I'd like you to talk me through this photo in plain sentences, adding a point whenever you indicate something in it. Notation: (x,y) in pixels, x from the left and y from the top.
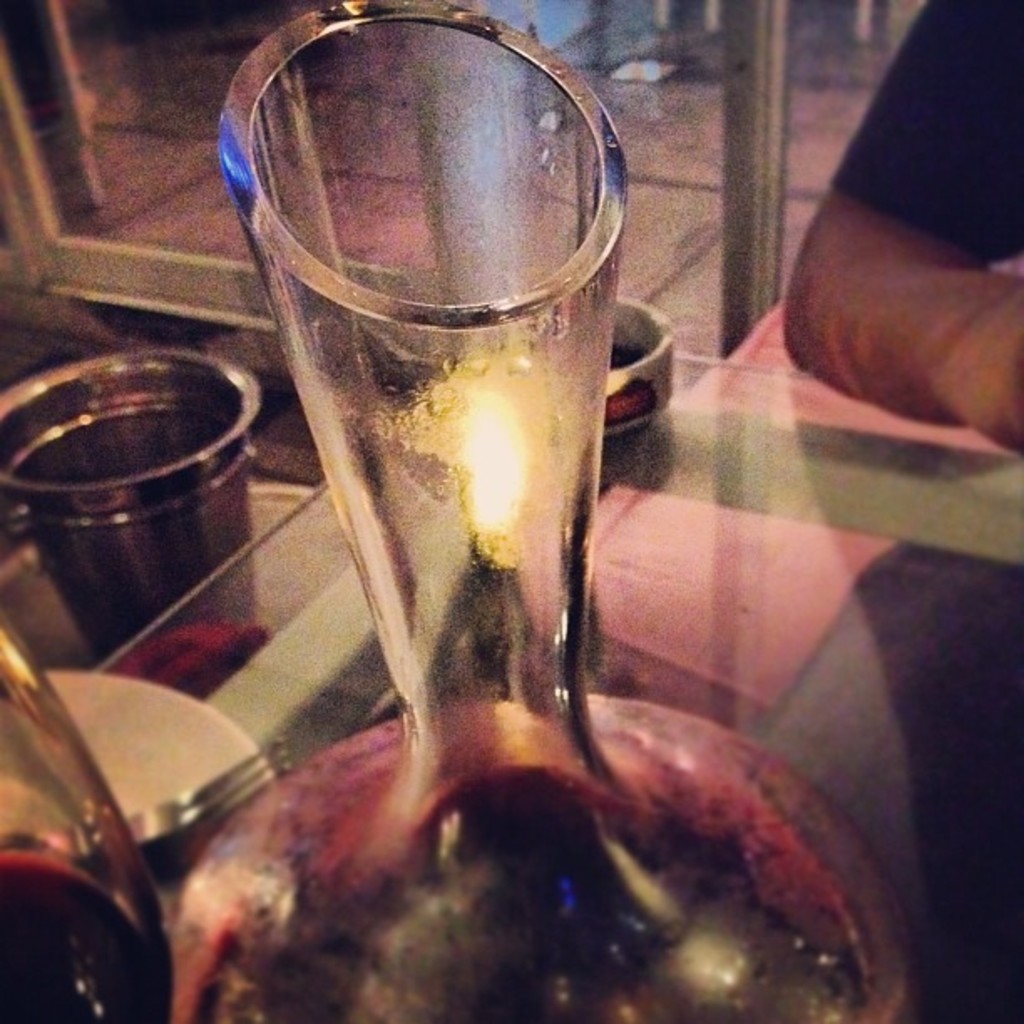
In this picture we can see some glasses (372,605) are placed on the glass table (837,568) and we can see a person hand (890,224).
